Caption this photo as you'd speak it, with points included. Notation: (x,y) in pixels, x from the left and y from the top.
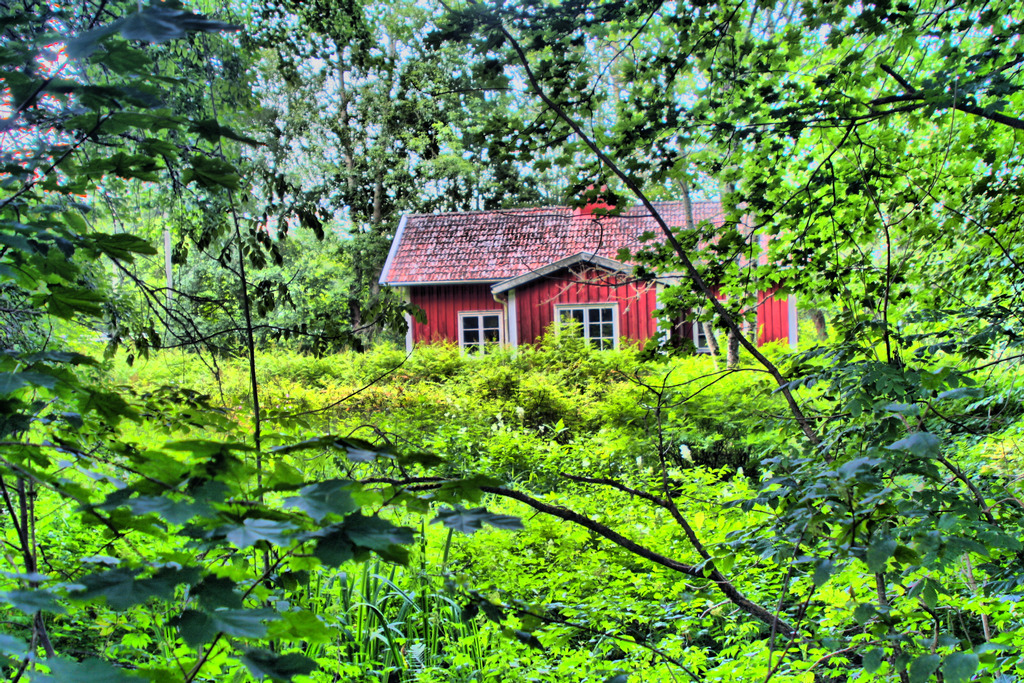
In this picture we can see few trees (162,418) and a house (547,259) in the middle of the image (543,294).
